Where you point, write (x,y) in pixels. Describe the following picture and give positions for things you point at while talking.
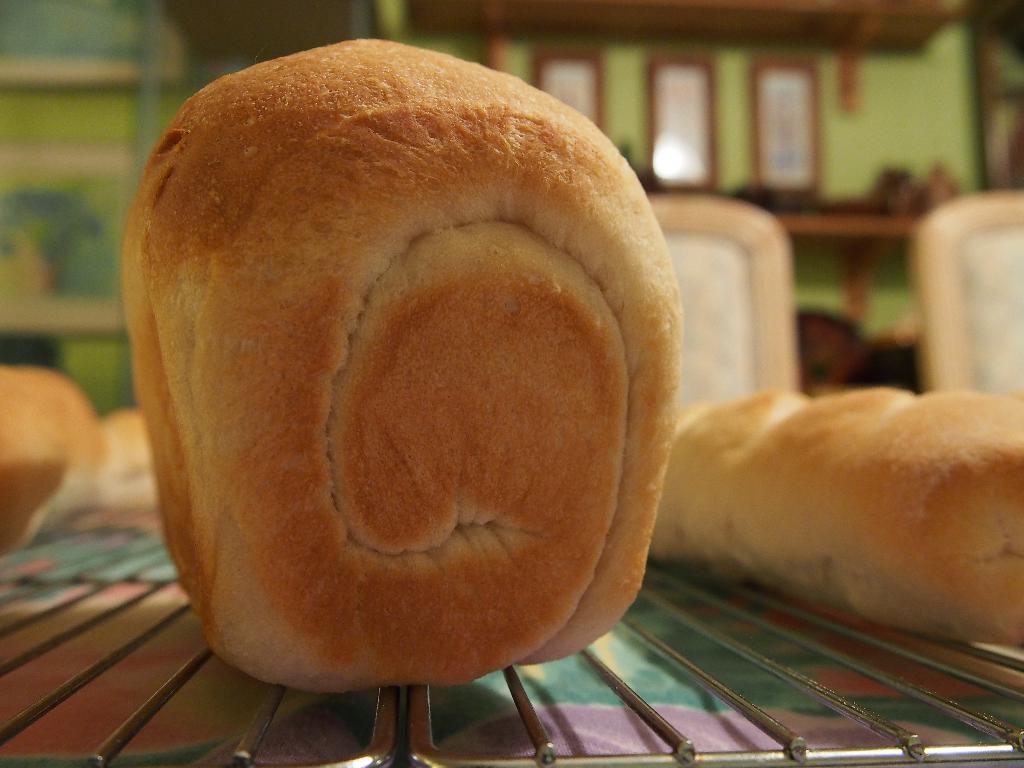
In this image we can see baked buns (684,468) on the grill (133,719). Background of the image (920,127), green color wall (911,89) is there with frames (586,82).
